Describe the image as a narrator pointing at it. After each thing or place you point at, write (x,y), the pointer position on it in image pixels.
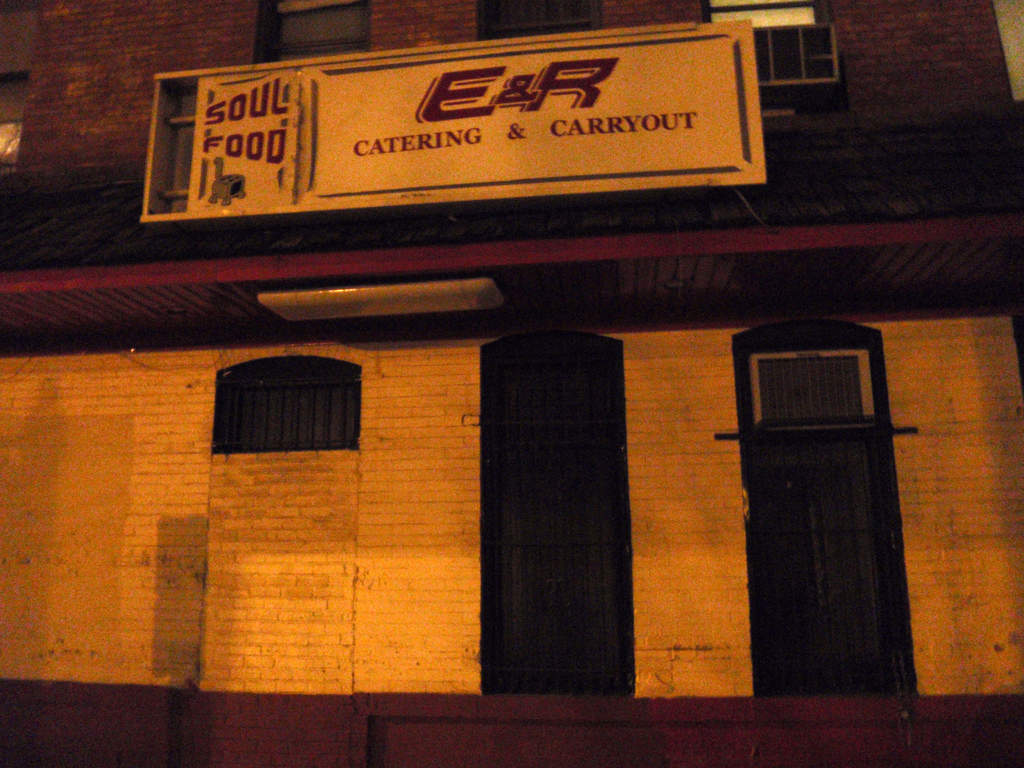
In this image in the center (579,481) there is one building (809,437) and some doors (568,382) and one board (518,164), and on the board (484,135) there is text (257,157).
